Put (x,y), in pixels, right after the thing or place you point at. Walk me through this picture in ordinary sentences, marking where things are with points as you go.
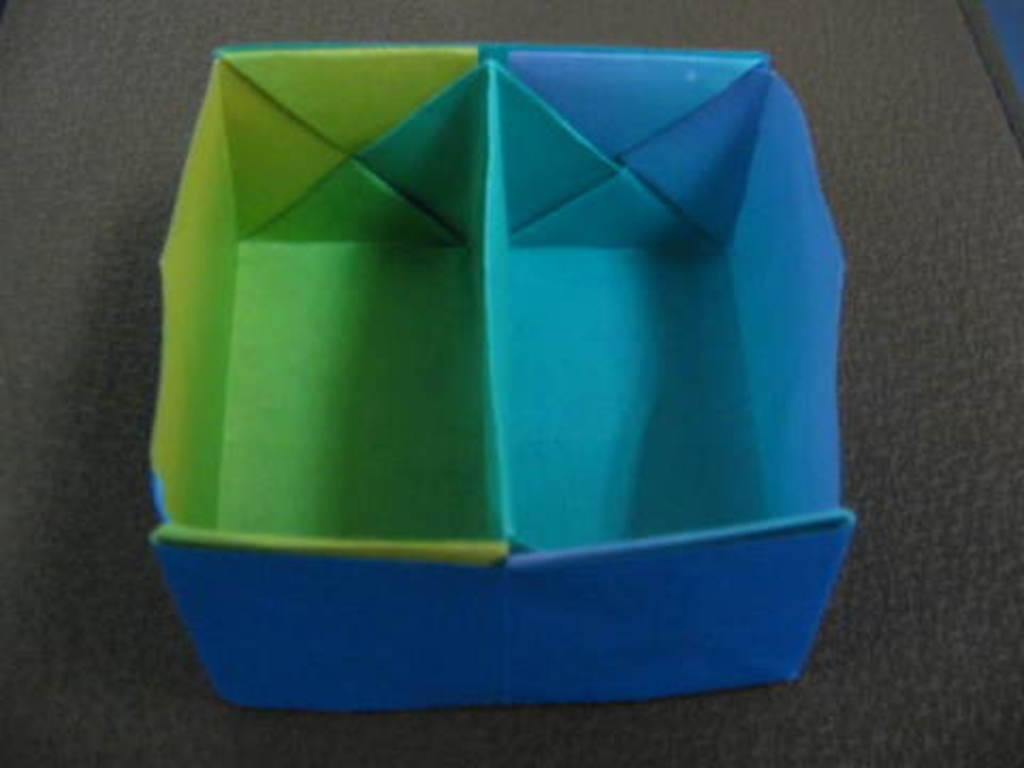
In this image we can see a box (408,649) made with paper (748,162) is placed on a table (975,42).
